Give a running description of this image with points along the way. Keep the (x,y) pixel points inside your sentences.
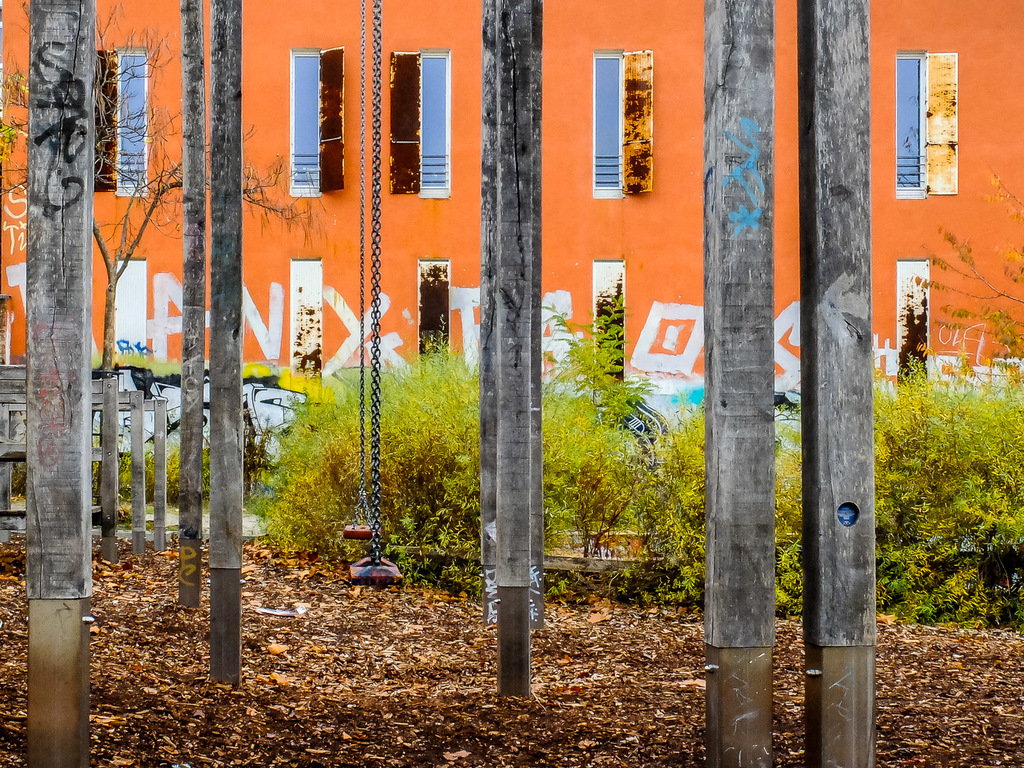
In the foreground of the image (42,102) there are wooden poles (490,460). In the background of the image (301,20) there is a building (281,51) with windows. There are plants (702,464). At the bottom of the image (455,734) there are dried leaves (313,721).
